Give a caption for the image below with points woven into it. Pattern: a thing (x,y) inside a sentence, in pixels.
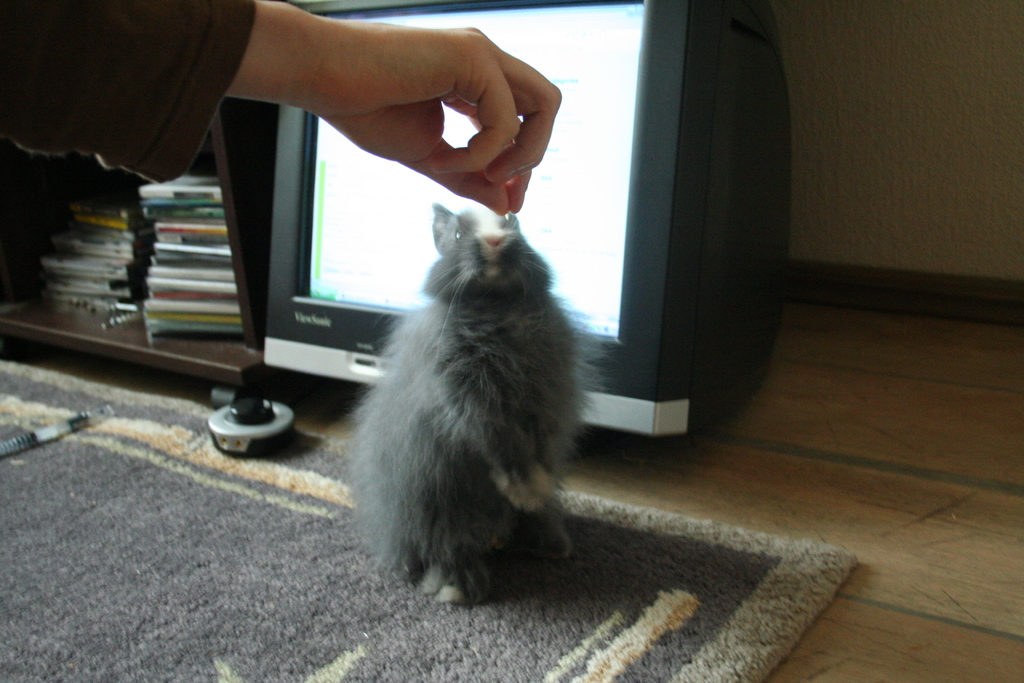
In this picture I can see a rabbit (527,430) on the carpet (355,595) and I can see a monitor (573,188) and few books (108,276) in the cupboard (202,343) and a human hand (539,164) holding something.
